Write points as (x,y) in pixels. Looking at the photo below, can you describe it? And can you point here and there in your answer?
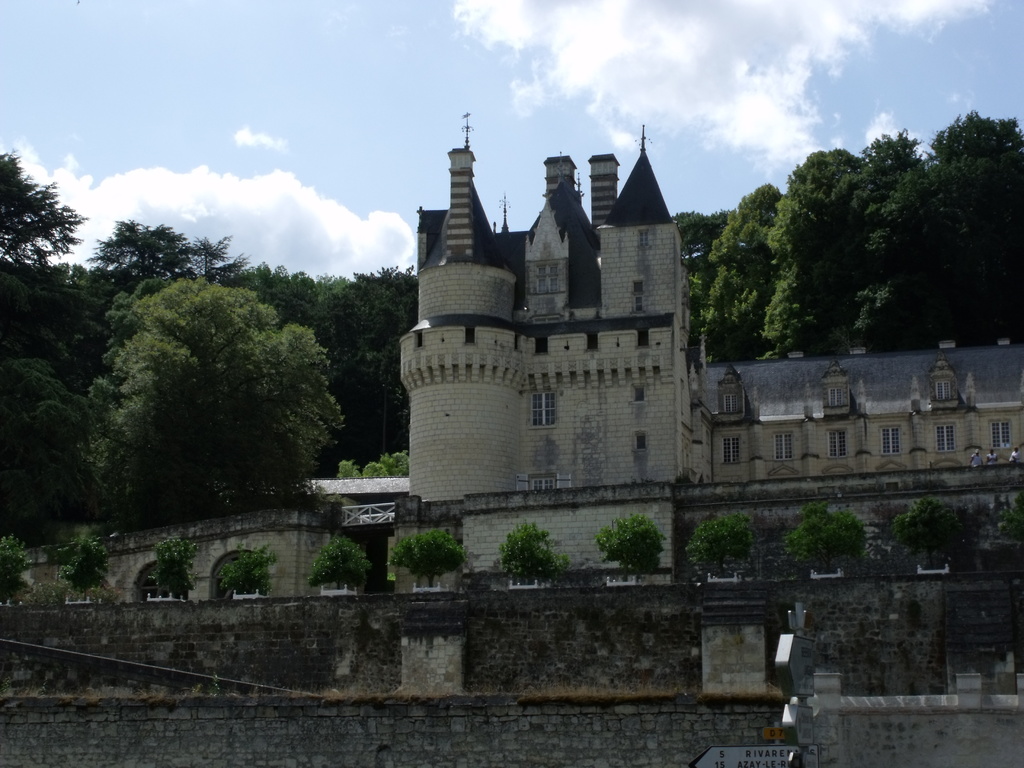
In the image we can see a building (780,440) and the windows (551,422) of the building (546,409), these are the trees (300,348) and a cloudy sky (266,121), we can see there are even people (993,453) wearing clothes (974,462), this is a board (746,767).
